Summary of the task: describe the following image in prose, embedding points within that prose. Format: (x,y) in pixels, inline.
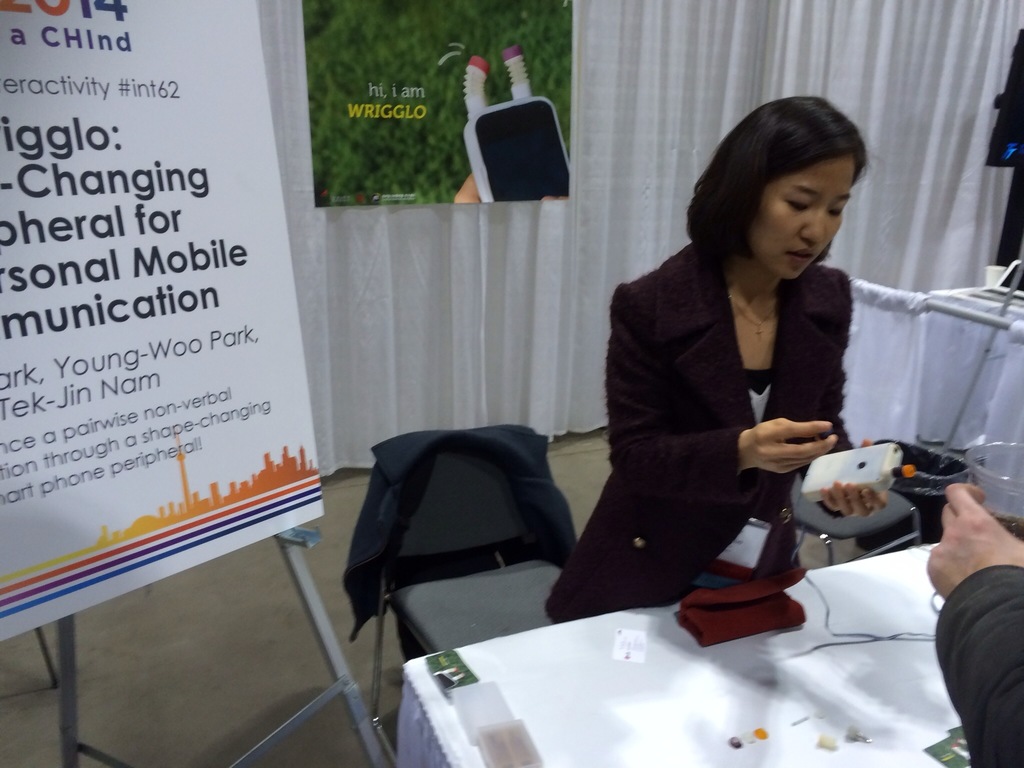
In this image there is a woman (671,514) standing and holding a mobile phone (830,475) in her hand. In front of her there is a table (699,704) and on it boxes (501,735) and a wallet (742,621) is placed. Behind her there is a chair (492,581) and a jacket (506,454) is laid on it. To the extreme right corner (978,587) there is a person (992,593) holding glass (998,505) in his hand (971,523) and only hand (962,557) can be seen. To the left corner of the image (140,464) there is a board (183,479) placed and text (160,293) is printed on it. In the background (322,331) there are curtains (931,86) and a poster (388,133) a sticker (432,121) on it.
